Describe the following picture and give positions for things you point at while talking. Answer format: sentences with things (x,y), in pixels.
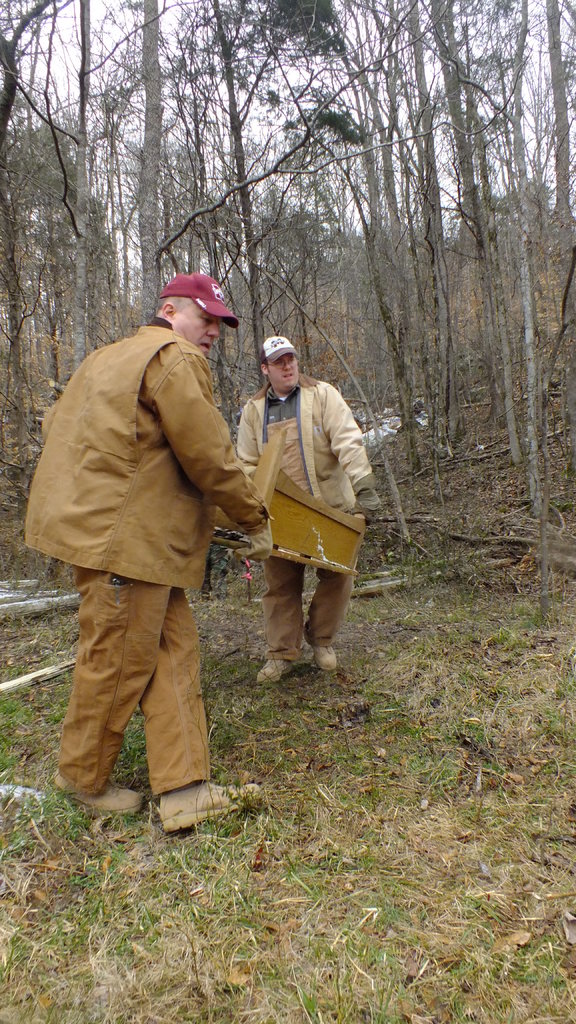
In this picture we can see two men (97,536) wore caps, holding an object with their hands (360,499), walking on the grass (124,948) and in the background (25,347) we can see sticks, trees (28,378) and the sky (433,75).
